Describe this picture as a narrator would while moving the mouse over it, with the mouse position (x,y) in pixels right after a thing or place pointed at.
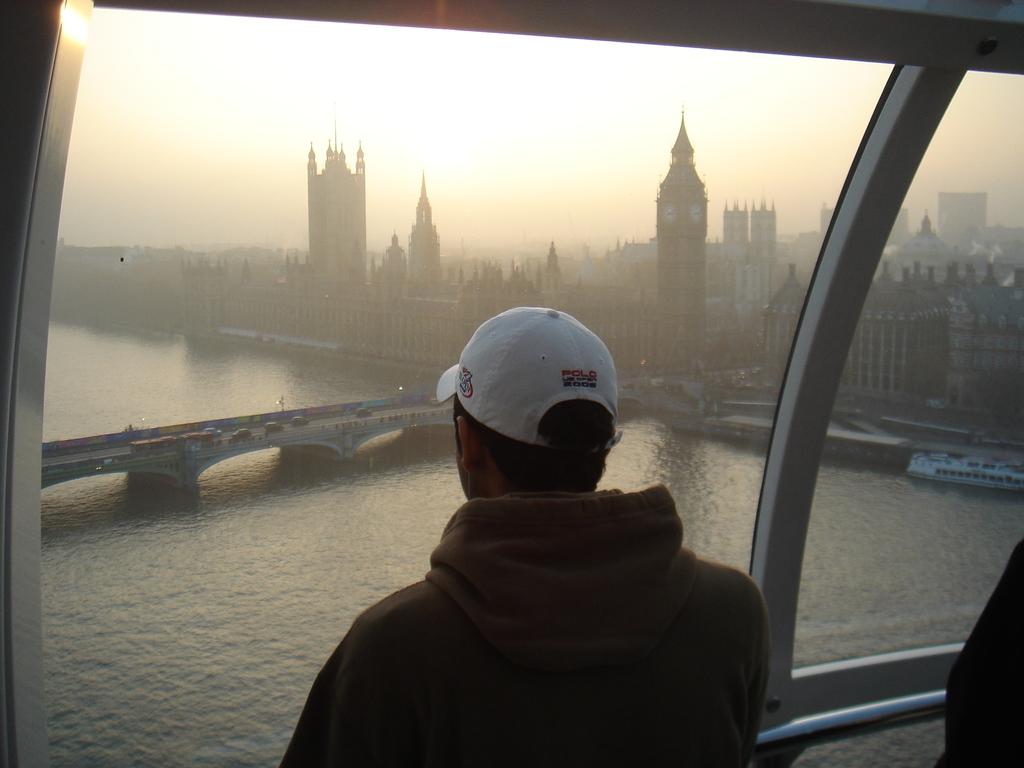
This image consists of building (632,334) in the middle (412,334). There is a bridge (272,444) in the middle (360,415). There is a person (522,652) standing in the middle (527,507). There is sky (506,169) at the top (397,191).
